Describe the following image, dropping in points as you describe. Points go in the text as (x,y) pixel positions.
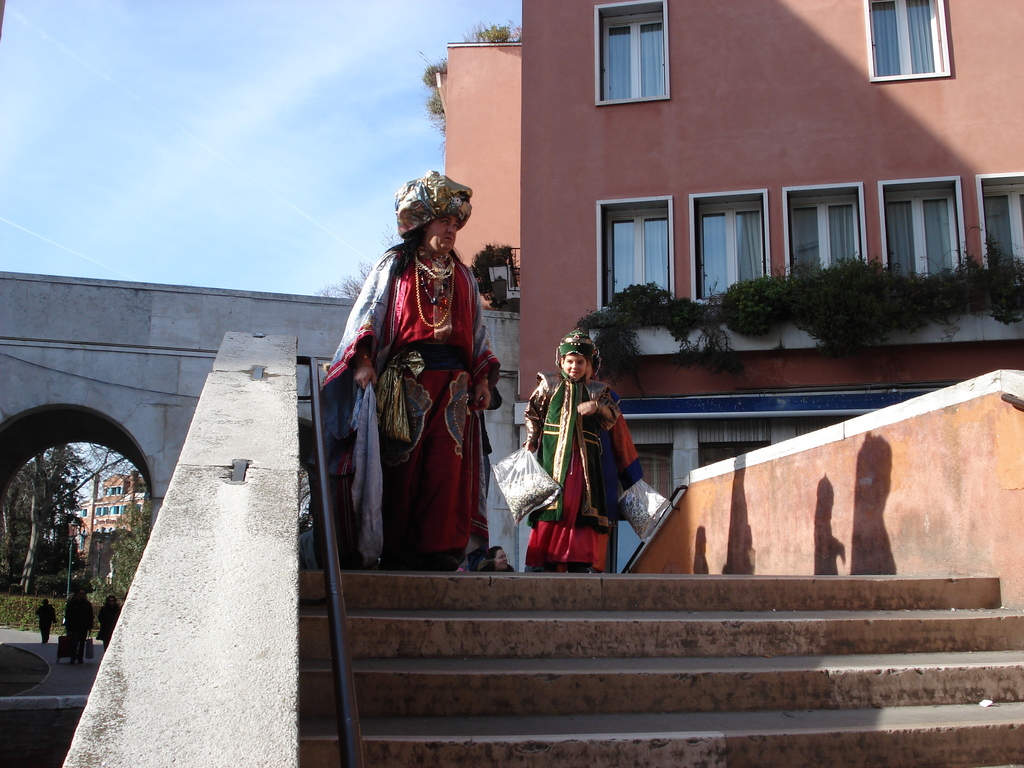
In this image in front (317,743) there are stairs (579,621) and people (480,537) are walking on the stairs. On the backside (666,127) there are buildings (139,490), trees (33,535), plants (752,320). At the left side of the image (75,621) people (107,625) are walking on the road (30,638). In the background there is sky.
